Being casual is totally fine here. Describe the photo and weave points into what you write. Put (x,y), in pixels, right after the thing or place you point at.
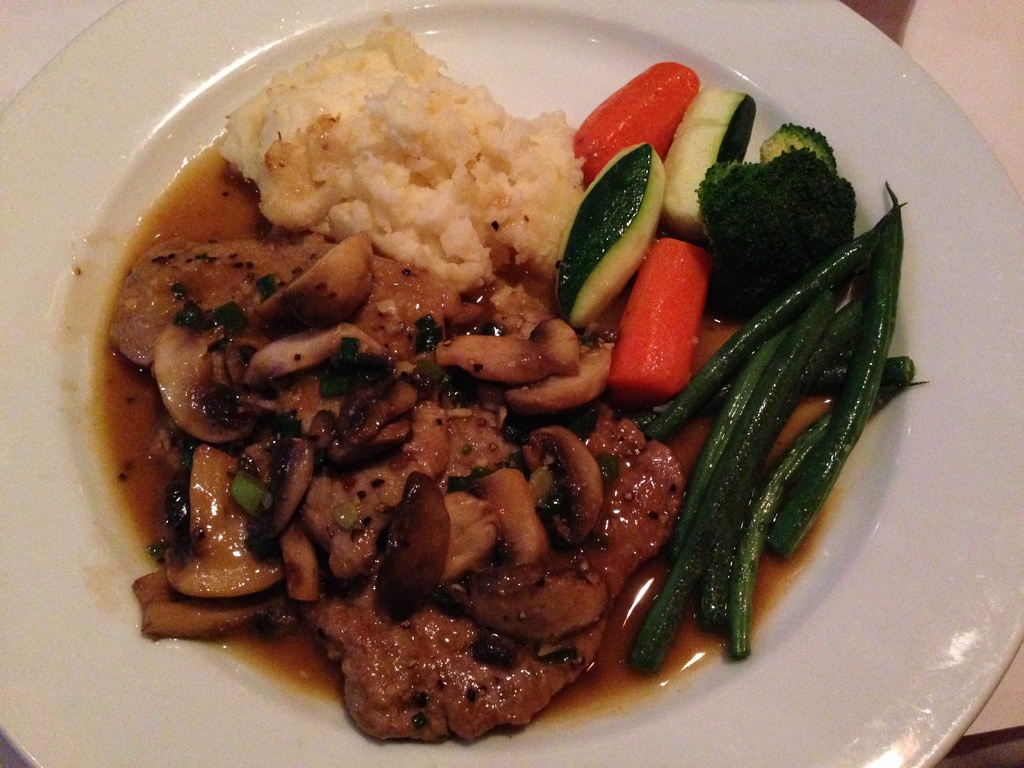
In this picture we can see broccoli (807,196), cucumber (688,189), carrot (658,91), mashed potatoes (464,162), vegetable (752,452) and other food item (460,335) on the white plate (90,383).
